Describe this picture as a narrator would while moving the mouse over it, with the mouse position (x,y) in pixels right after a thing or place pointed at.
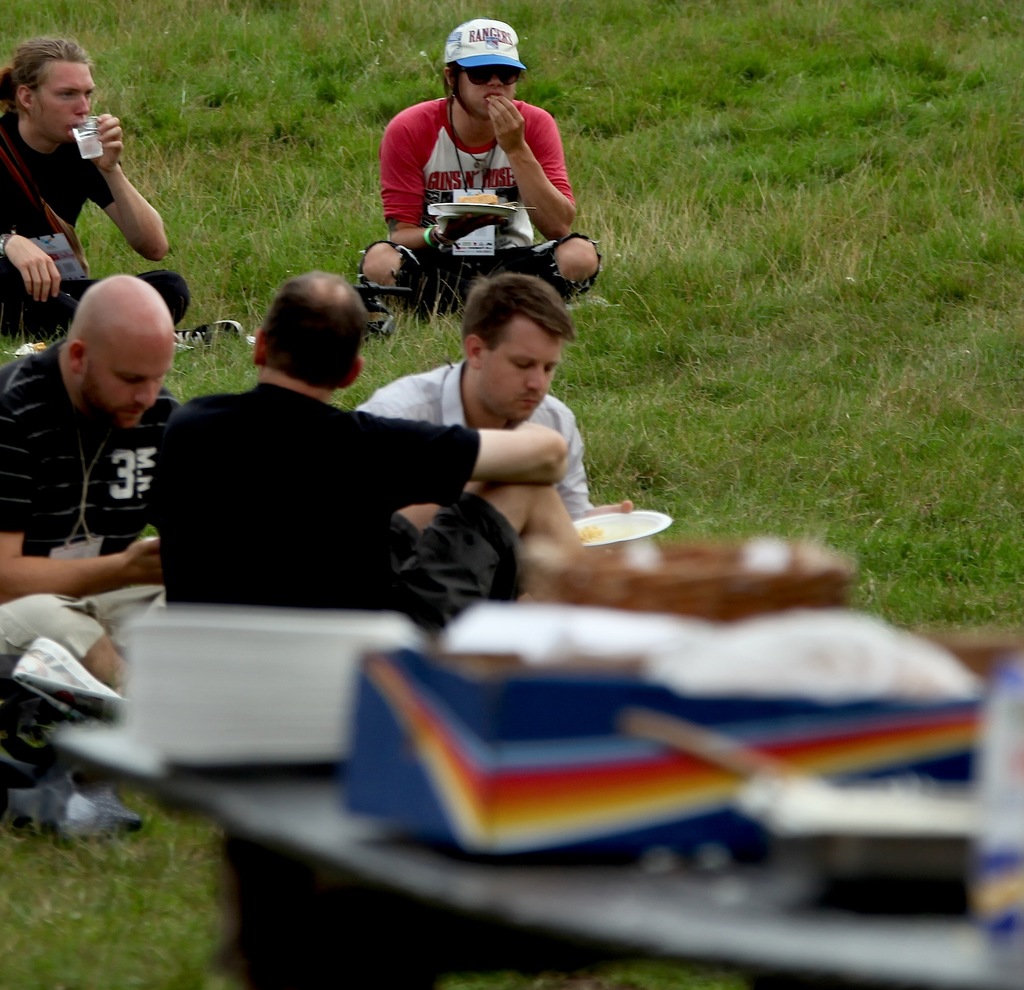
In the image we can see there are people (418,470) sitting wearing clothes (302,479) and one is wearing goggles (481,76) and cap (502,58). We can see grass (867,383) and a person (108,190) is holding a glass (96,122).
